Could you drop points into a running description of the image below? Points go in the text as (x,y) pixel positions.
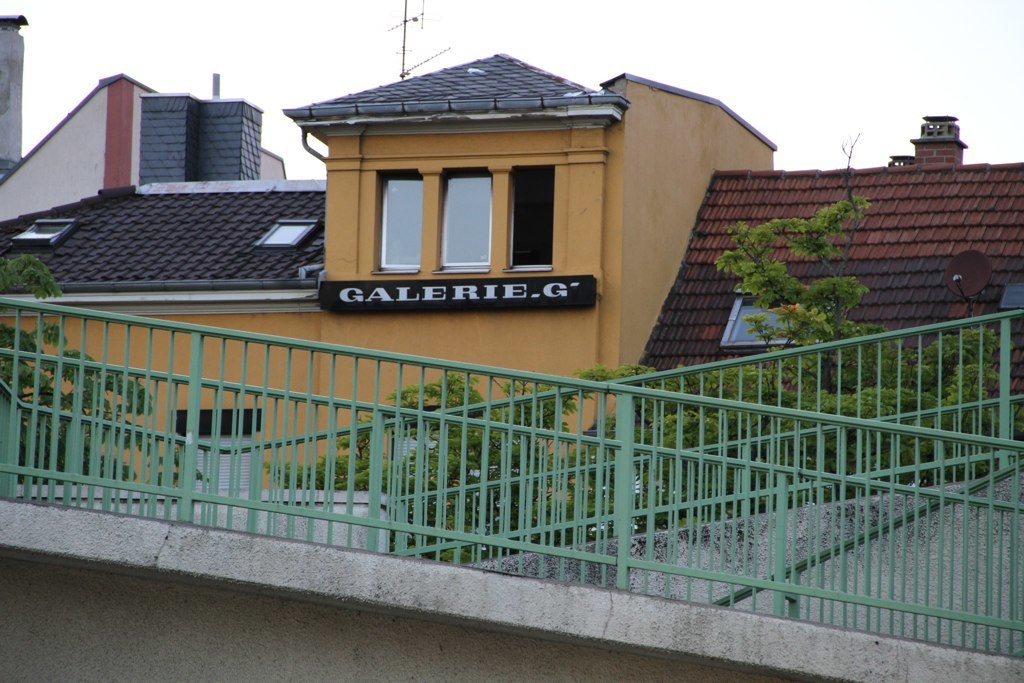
In this image we can see buildings (379,235), a board (376,301) with text (359,299) on the building (558,265), railings (657,423), trees (537,449) and the sky (734,44) in the background (314,9).
